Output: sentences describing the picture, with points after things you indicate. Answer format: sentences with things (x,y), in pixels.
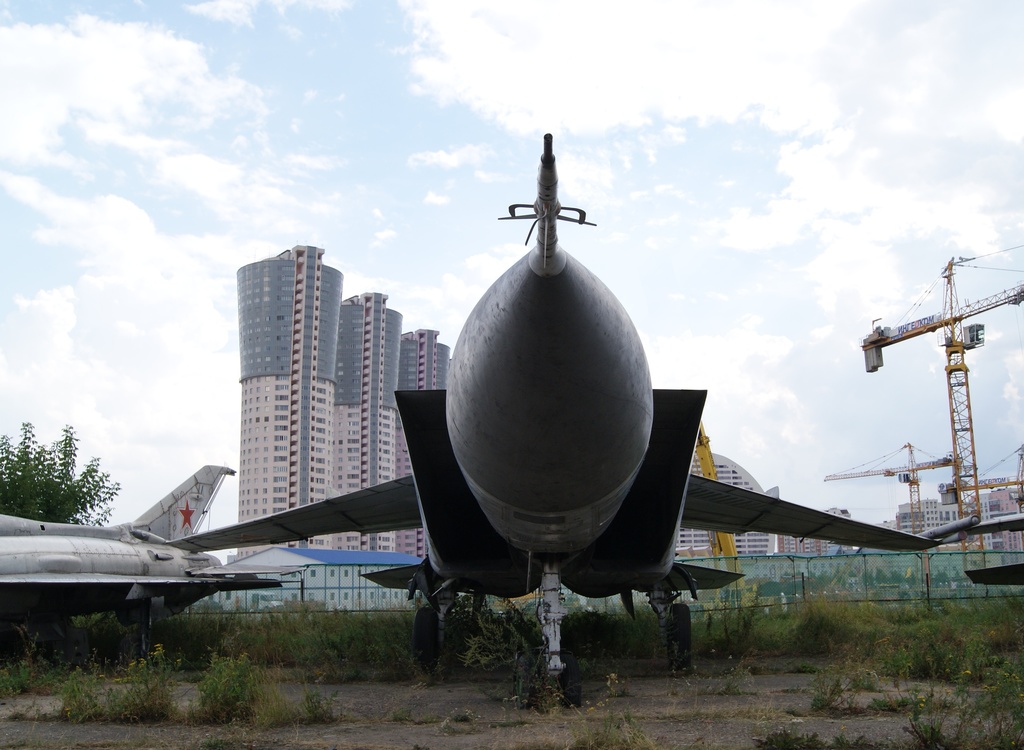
In the picture we can see an air craft (659,465) which is parked on the path (771,683) and near to it, we can see some plants (952,659) and other aircraft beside it and in the background (85,389) we can see some tower buildings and a sky (530,177) with clouds (687,382).
